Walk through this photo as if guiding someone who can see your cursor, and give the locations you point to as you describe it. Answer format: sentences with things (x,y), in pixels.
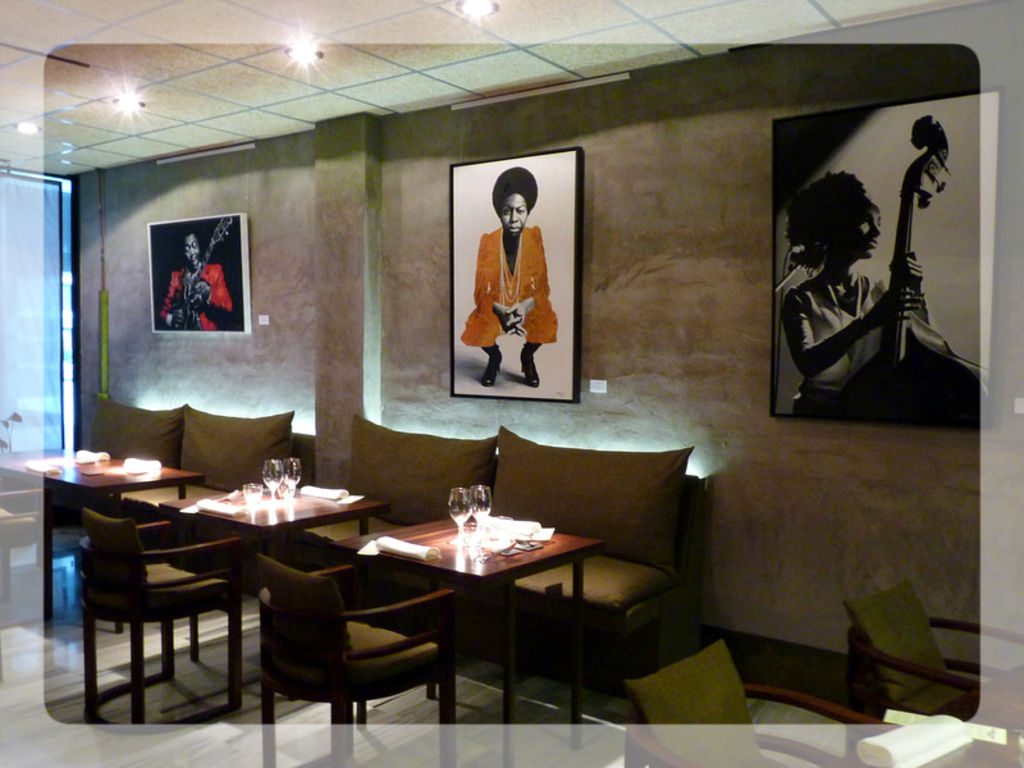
This image is clicked in a room (415,299). there are photo frames (472,286) on the wall (737,206). There are lights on the top (466,8). There are tables (488,561) and chairs (666,675), pillows (537,470) in this image. On tables (474,583) there are tissues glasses (468,543).
